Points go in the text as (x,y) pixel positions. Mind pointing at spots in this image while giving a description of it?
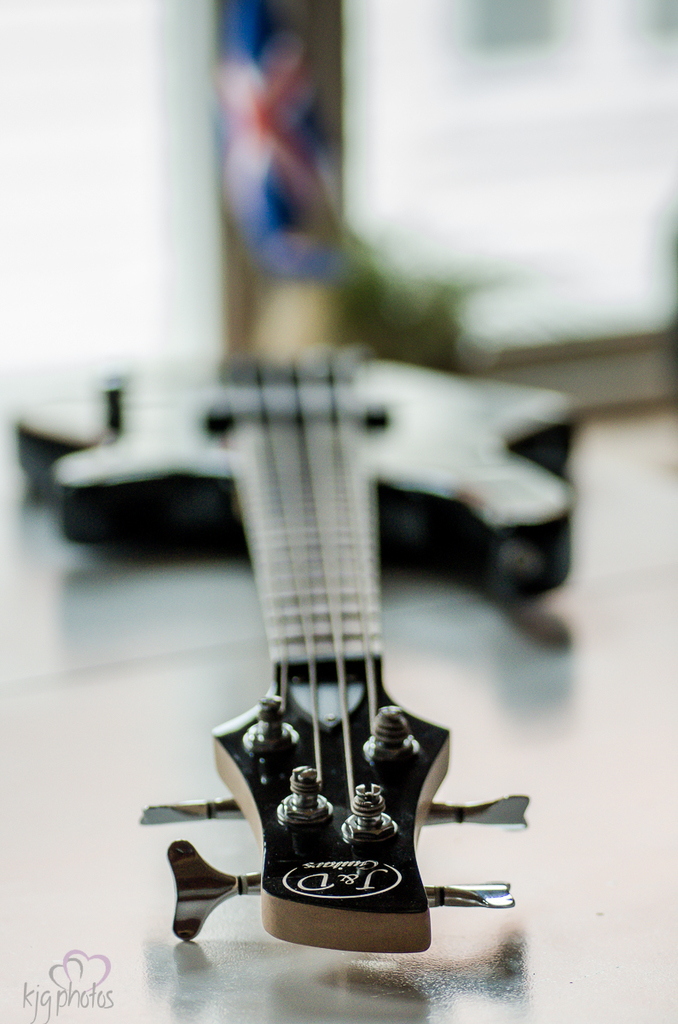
There is a guitar (321,590) placed on the table (188,754).
